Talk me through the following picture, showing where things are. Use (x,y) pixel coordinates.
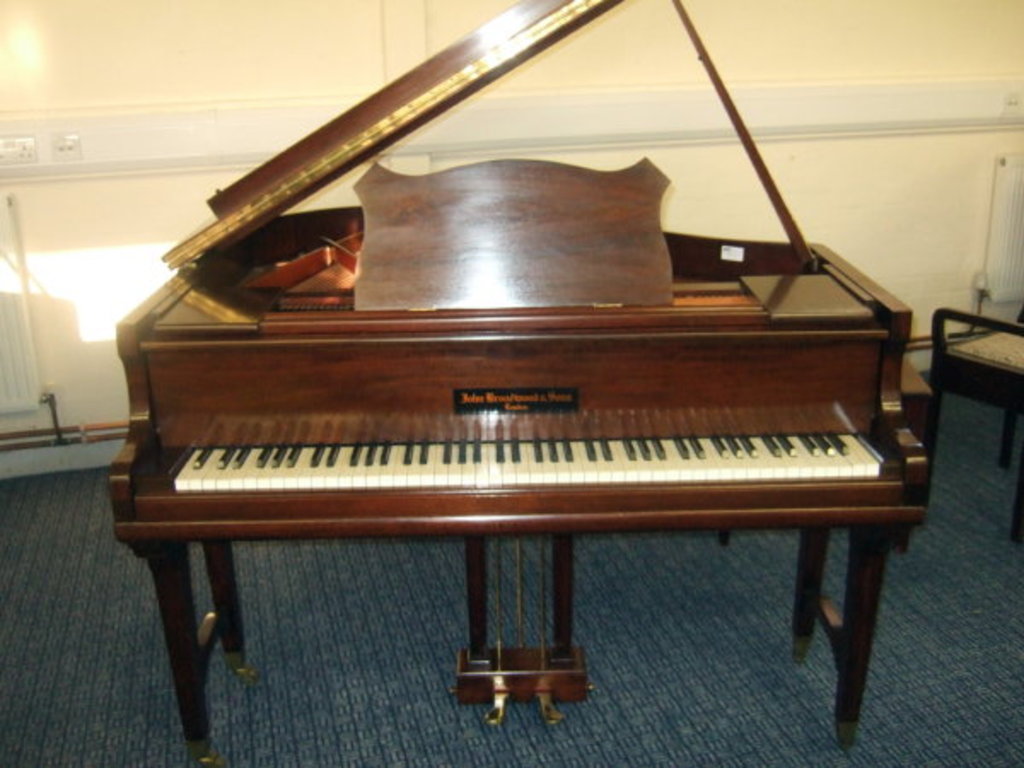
This is a picture taken in a room (93,77), this is a music instrument (517,423) which is made of wood (666,337). This are the keys (668,470) which are in black and white color. The instrument (242,480) is on a floor (358,683). Behind the music instrument (319,291) there's a wall (232,57) and switch board (1,153).
